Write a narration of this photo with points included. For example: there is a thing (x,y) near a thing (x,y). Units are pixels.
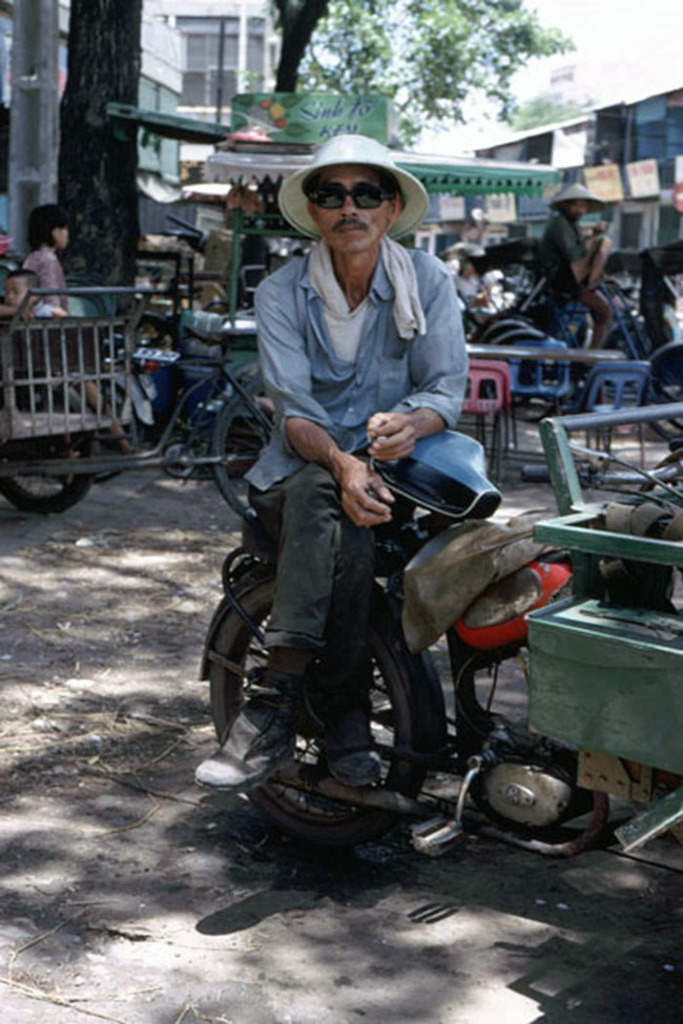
The person (344,199) wearing hat (350,159) is sitting on a bike (416,499) and there are few people (558,289), bikes (523,272), trees (295,20) and buildings (219,55) behind him.
